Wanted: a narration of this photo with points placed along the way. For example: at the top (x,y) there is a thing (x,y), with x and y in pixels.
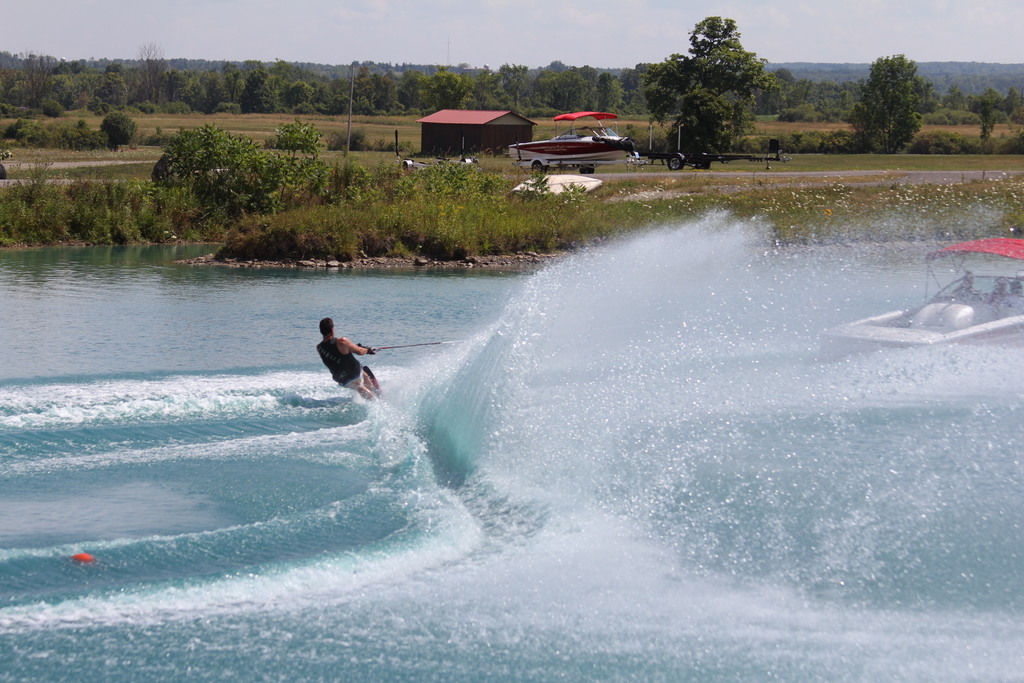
In this picture there is a man (332,366) who is water skiing. On the right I can see the boat (981,244) on the water (978,451). In the background (404,231) I can see the trees (111,139), plants (802,137), grass (779,127), shed (469,145) and vehicle (534,142). At the top (440,15) I can see the sky (693,2) and clouds (663,11).
